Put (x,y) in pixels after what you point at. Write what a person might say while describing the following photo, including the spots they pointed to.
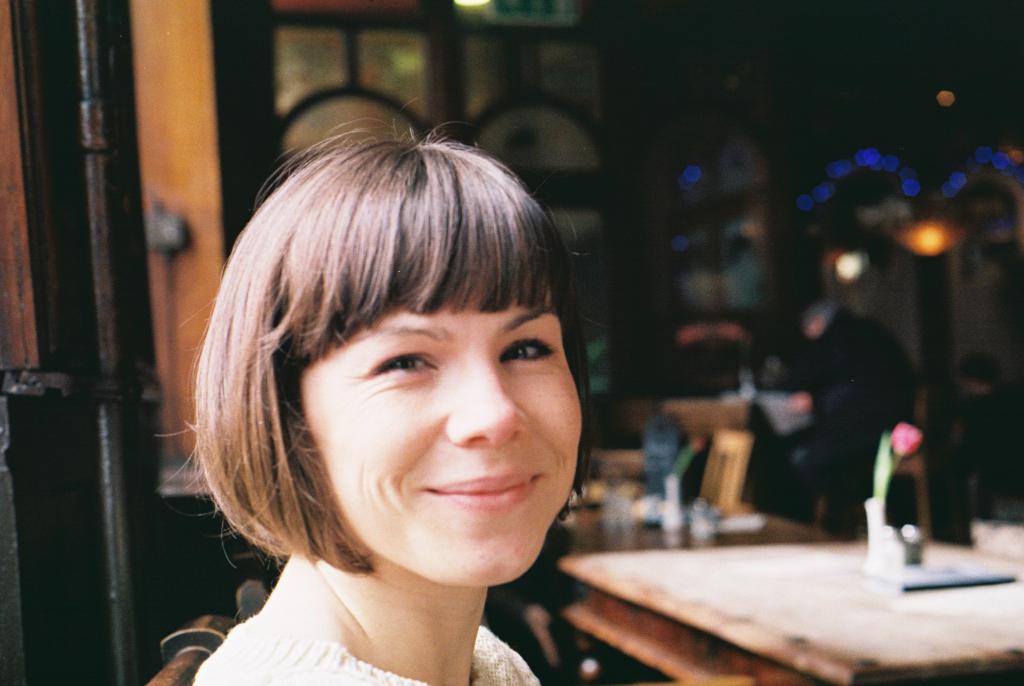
In this picture we can see woman (321,473) sitting on chair (209,643) and smiling and in front of her there is table (909,624) and on table (910,641) we can see menu card (940,578), flower (915,443), some items (898,557) and in background (607,244) we can see wall (573,81), light (690,185).
